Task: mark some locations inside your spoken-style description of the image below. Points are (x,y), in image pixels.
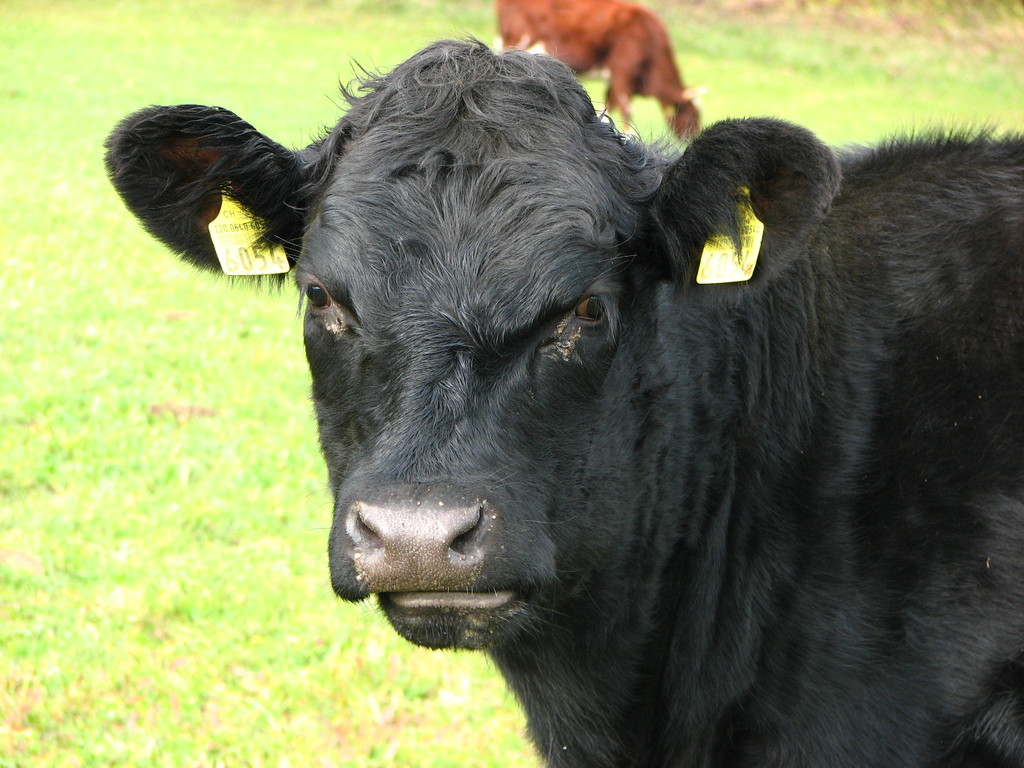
In this picture I can see animals (504,452) on the right side (724,459) and in the background (636,79). I can see green grass (157,537).
